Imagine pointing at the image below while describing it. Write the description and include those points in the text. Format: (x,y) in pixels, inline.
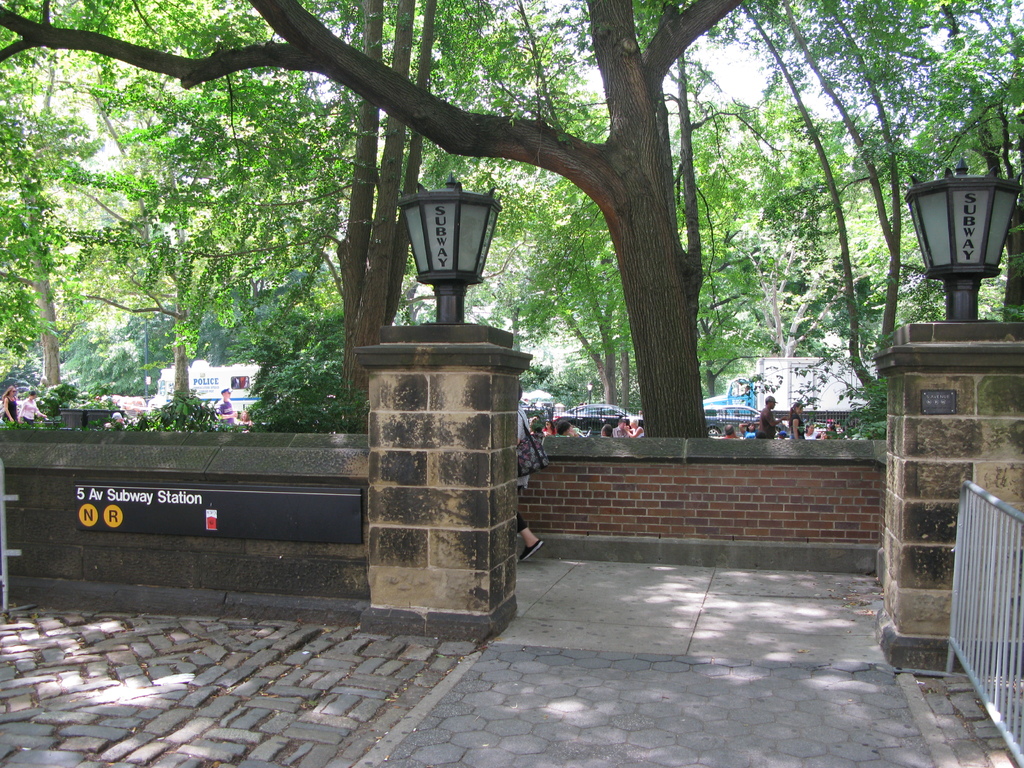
Above this compound walls (479,474) there are lamps (448,304) and board (257,503). In-front of this compound wall (888,497) there is a grill (1000,590). Background of the image (200,102) we can see brick wall (639,506), people (748,435), vehicles (734,407) and trees (701,7). Through the trees (232,67) sky (718,73) is visible.
